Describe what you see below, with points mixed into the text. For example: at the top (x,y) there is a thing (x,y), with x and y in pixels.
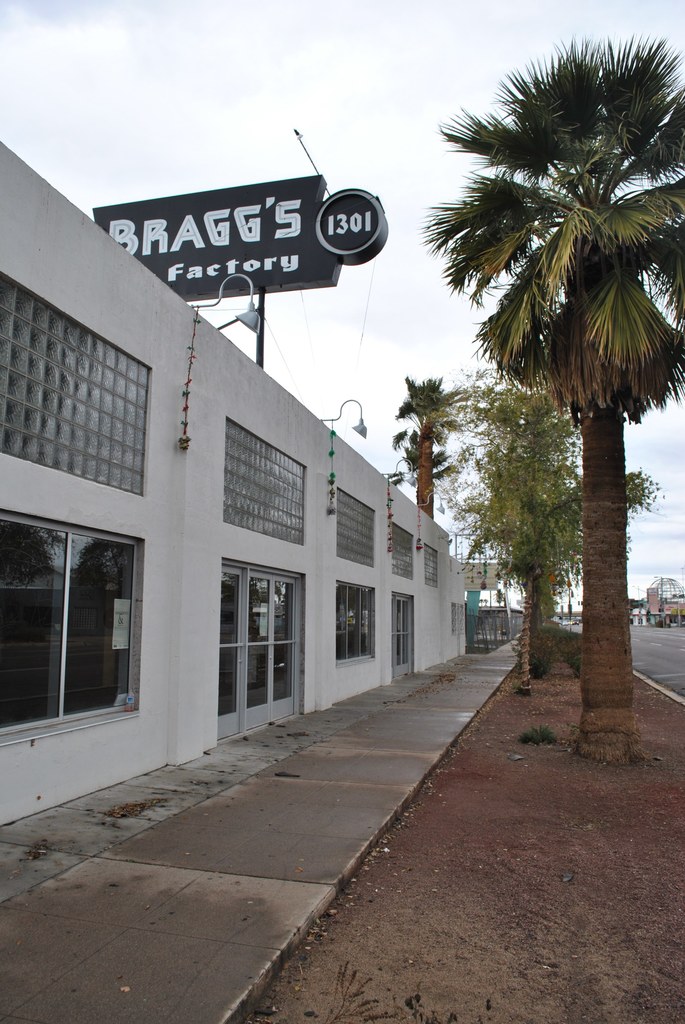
In the image we can see there are buildings (435,599) and there are trees (470,504) in the area. On top of the building (90,273) there is a banner (226,252) on which it's written "Braggs Factory".
